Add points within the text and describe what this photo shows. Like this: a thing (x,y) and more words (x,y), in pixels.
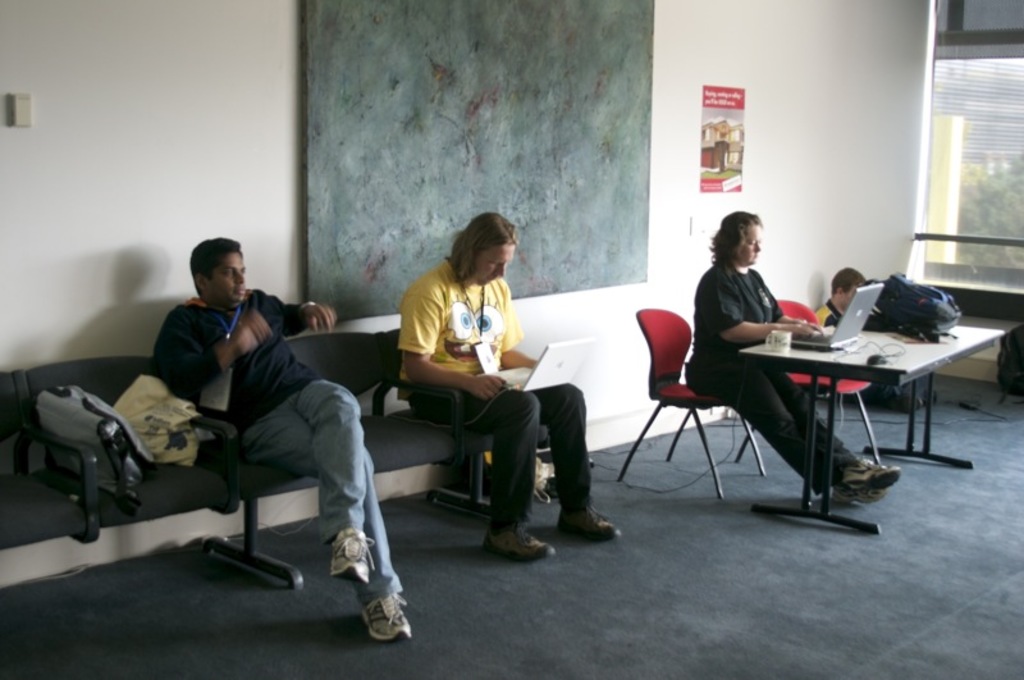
In this picture there are four people (735,344) sitting on the chair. There is a laptop (834,336), cup (787,340), bag (915,332) on the table (928,361). There is carpet (691,544) and poster (725,149) on the wall (746,137).
